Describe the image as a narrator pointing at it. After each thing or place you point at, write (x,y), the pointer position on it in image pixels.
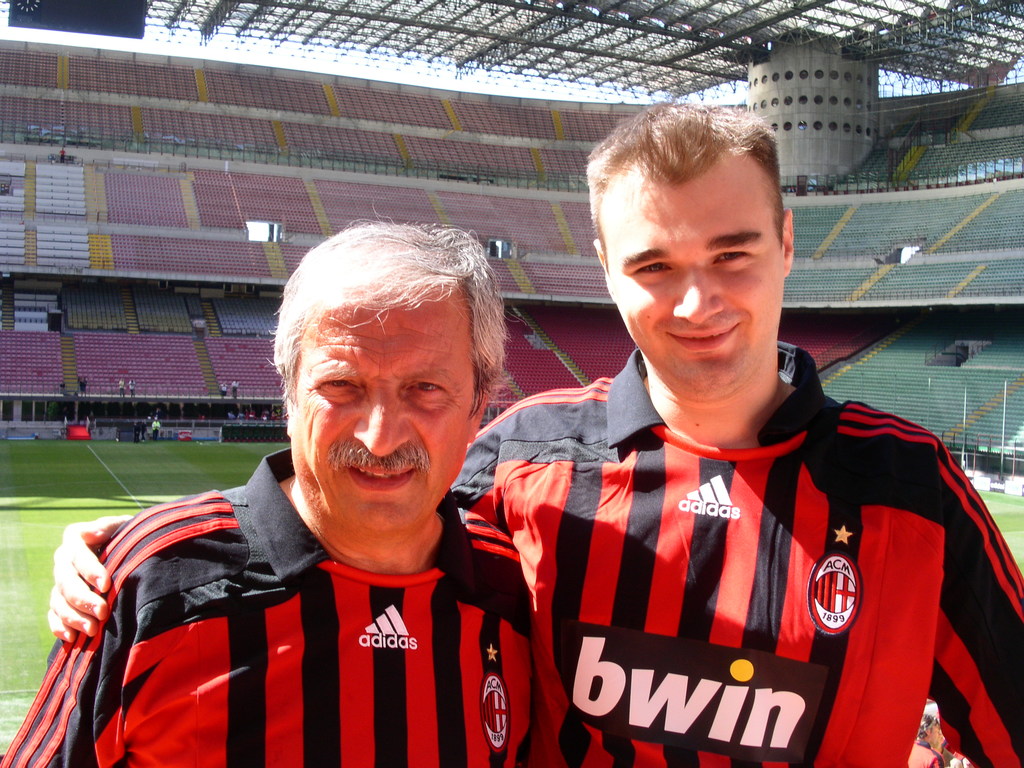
In the foreground of the image (448,586) there are two people (505,567) standing. In the background of the image (119,246) there are stands (207,231). At the top of the image (916,31) there are rods (502,26). There is grass (75,481).
